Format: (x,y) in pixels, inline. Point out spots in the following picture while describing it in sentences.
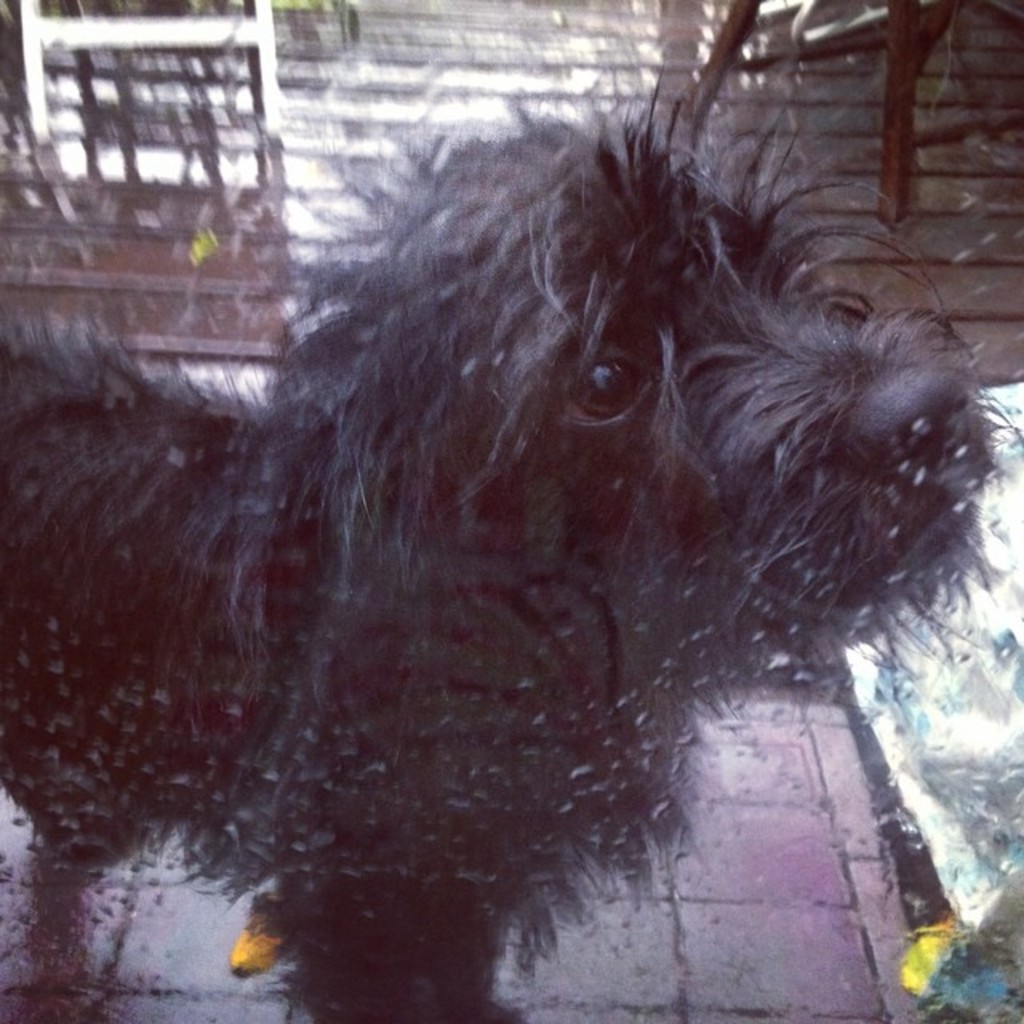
In the center of the image (584,509), we can see a dog (495,479) on the floor (745,877) and in the background (490,118), there is a wall (600,106).
